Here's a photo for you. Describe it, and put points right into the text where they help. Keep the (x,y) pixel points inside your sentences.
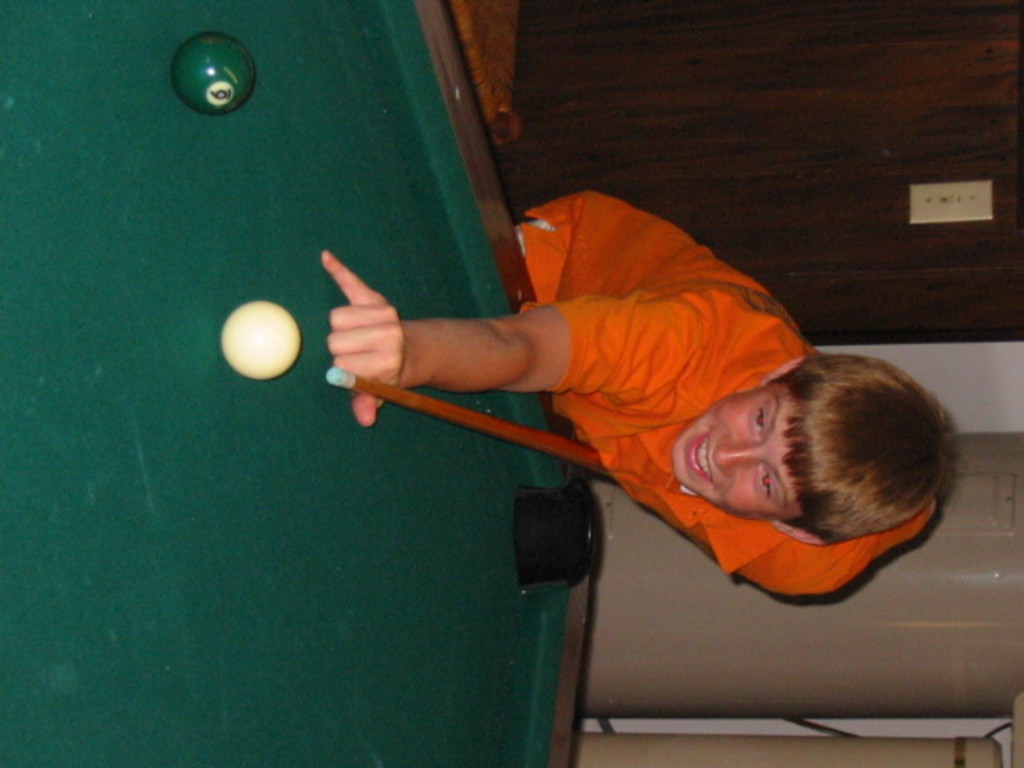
In this picture we can see a boy (698,415) smiling and hitting ball (264,360) with holding stick (356,382) on a table (262,260) and in background (810,104) we can see wall (1007,286), door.
